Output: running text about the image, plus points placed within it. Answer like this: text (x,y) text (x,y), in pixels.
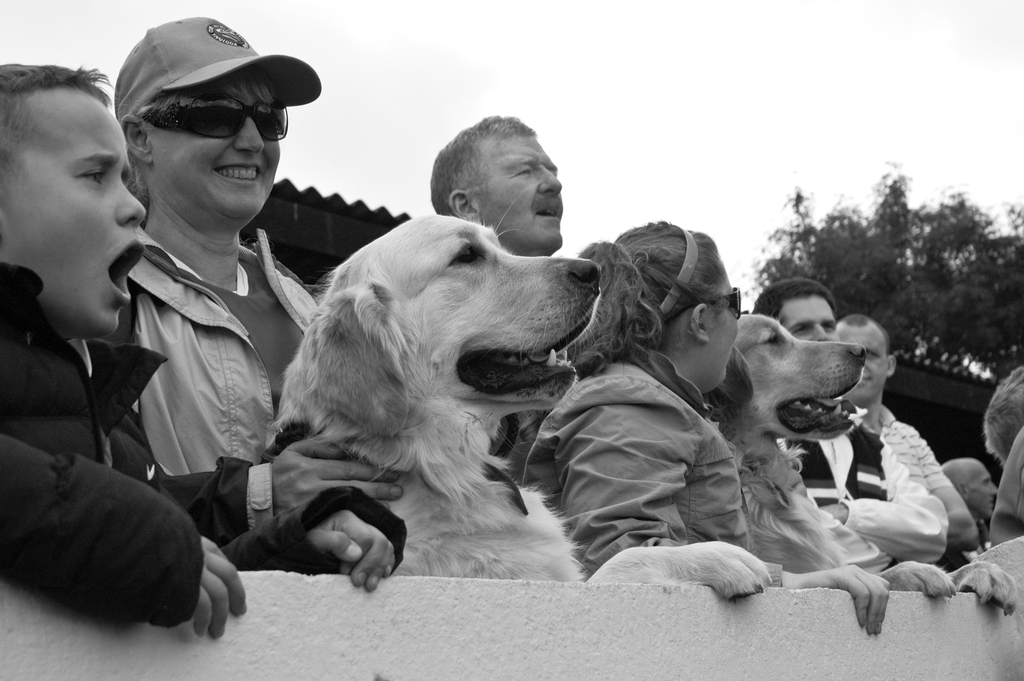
In the foreground (365,366) I can see a group of people (690,417) are standing behind the wall (739,600) and two dogs (775,466). In the background (962,263) I can see trees (899,243), houses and the sky (732,168). This image is taken may be during a day.
